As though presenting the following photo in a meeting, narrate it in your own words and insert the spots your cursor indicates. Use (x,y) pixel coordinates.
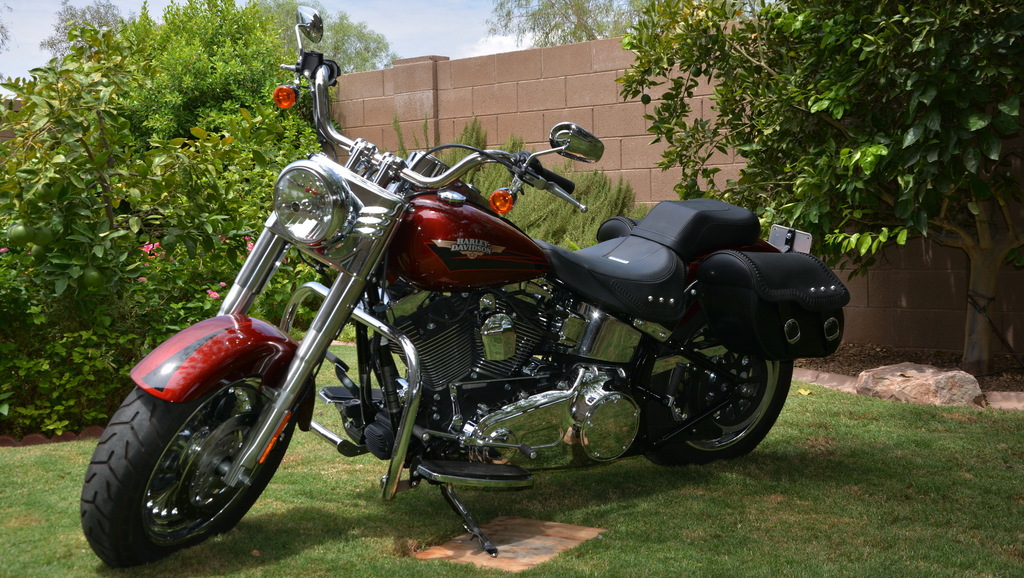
This picture is clicked outside. In the center (638,381) there is a red color bike (130,486) parked on the ground (334,552), the ground (334,552) is covered with the green grass (880,467). In the background (452,11) we can see the sky (403,12), trees (202,143), plants (202,273) and a wall (921,342).
